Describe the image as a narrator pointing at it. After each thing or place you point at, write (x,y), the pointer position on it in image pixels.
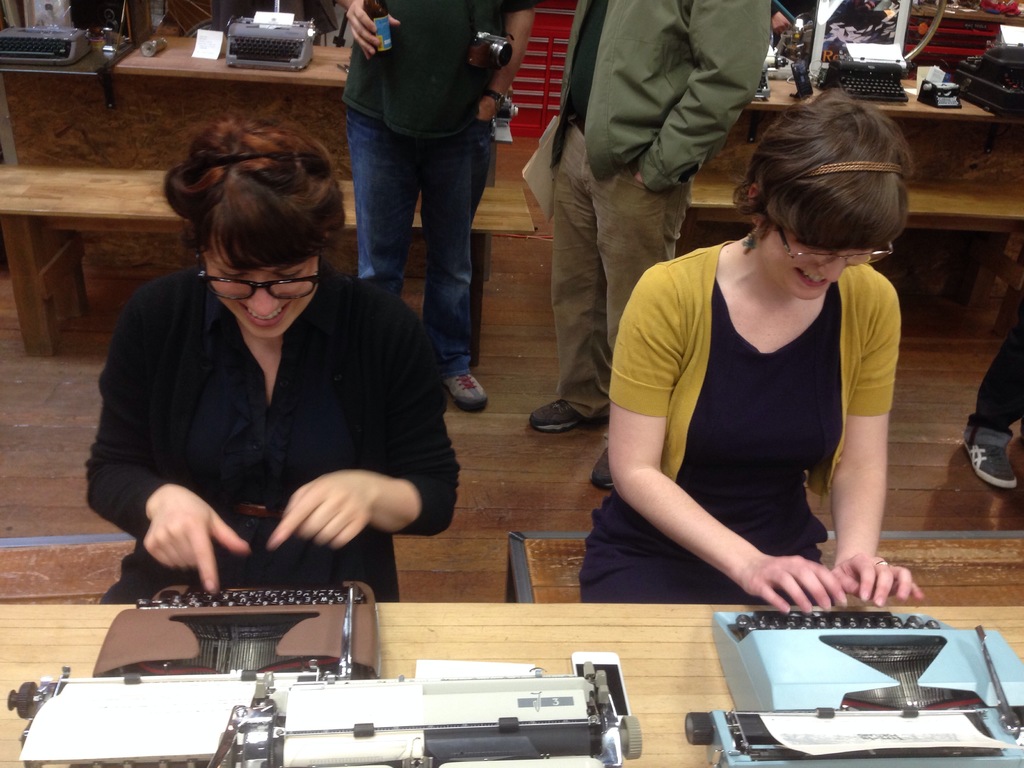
This picture is clicked inside. In the foreground (635,627) there is a wooden table (632,629) on the top of which we can see some typewriters (809,664) are placed and there are two women (872,368) smiling, sitting on the benches (89,541) and typing. In the center (587,267) there are two persons (445,52) standing on the ground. In the background (994,102) we can see the tables (167,62) on the top of which typewriters (1012,65), books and many other items (159,44) are placed and we can see some other objects (550,48).
